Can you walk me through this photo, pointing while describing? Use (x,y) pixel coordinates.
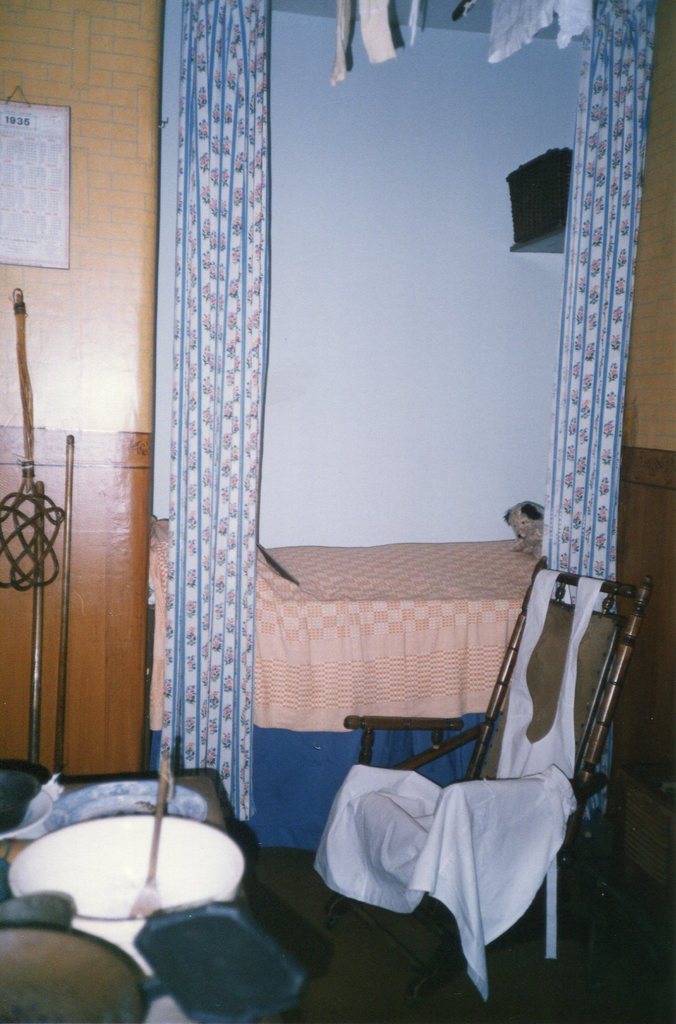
At the bottom of the image (137,782) there is a table (70,787) on which there are objects (189,796). In the background of the image (335,437) there is a wall (457,313). There are curtains (611,173). There is a bed (404,619). There is a chair (571,607) to the right side of the image (521,635). In the background of the image (11,265) there is a poster (2,258) on the wall (107,125). To the right side of the image (649,399) there is wall (628,489).
